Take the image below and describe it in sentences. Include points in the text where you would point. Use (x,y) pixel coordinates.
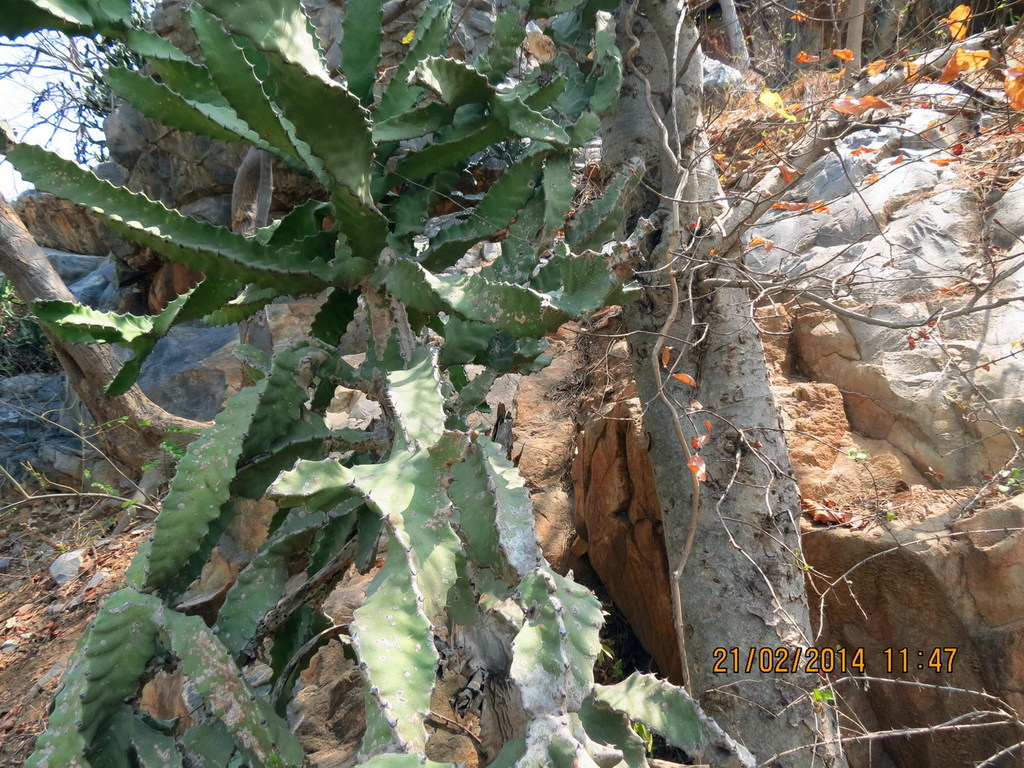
In the picture I can see a plant (369,360) and there are few trees (848,68) and rocks (840,41) in the background (848,68) and there is something written in the right bottom corner (762,671).
